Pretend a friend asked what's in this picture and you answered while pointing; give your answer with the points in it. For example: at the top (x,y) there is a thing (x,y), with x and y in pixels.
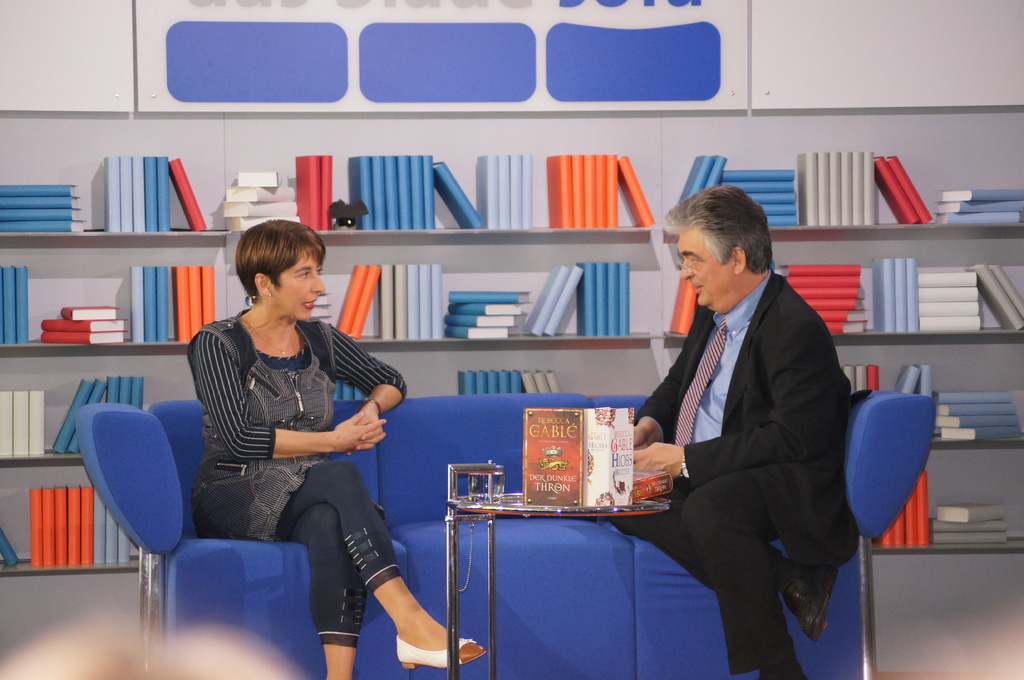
In this image, I can see two persons (309,411) sitting on a couch (404,532). In front of two persons (686,415), there is a table (489,473) with few books (608,481) on it. In the background (102,316), I can see the books (430,202), which are kept in the racks (533,341).
